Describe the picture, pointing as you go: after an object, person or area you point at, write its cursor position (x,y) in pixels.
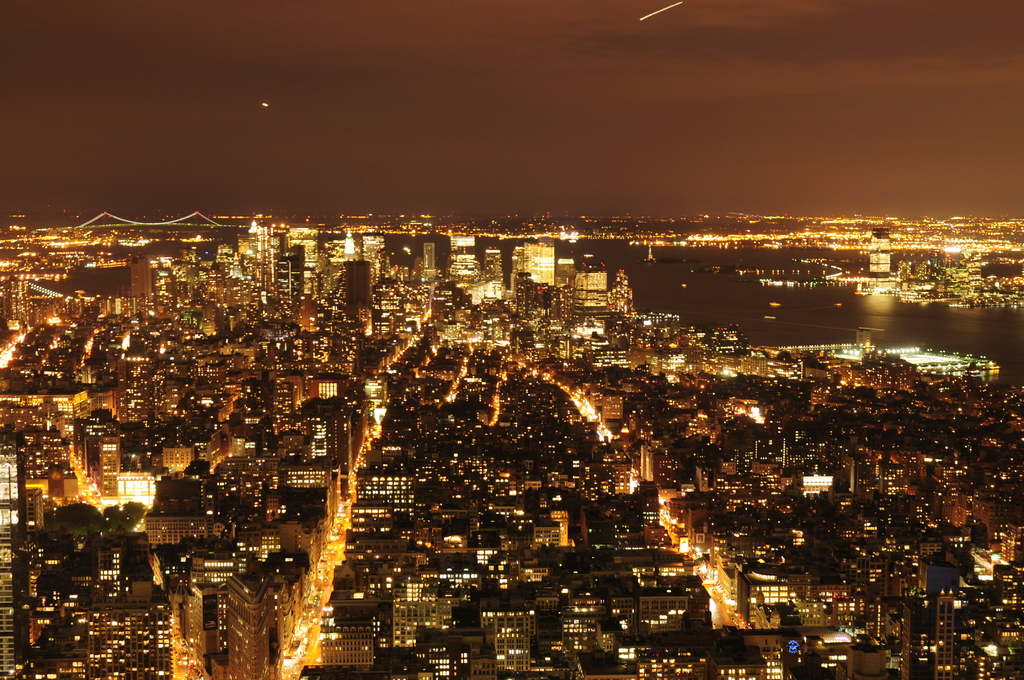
In this image we can see many buildings (257,486) with lights (135,487). Also there are trees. On the right side (850,323) there is water (797,312). In the back (138,211) there is a bridge (92,225) and sky (523,63).
